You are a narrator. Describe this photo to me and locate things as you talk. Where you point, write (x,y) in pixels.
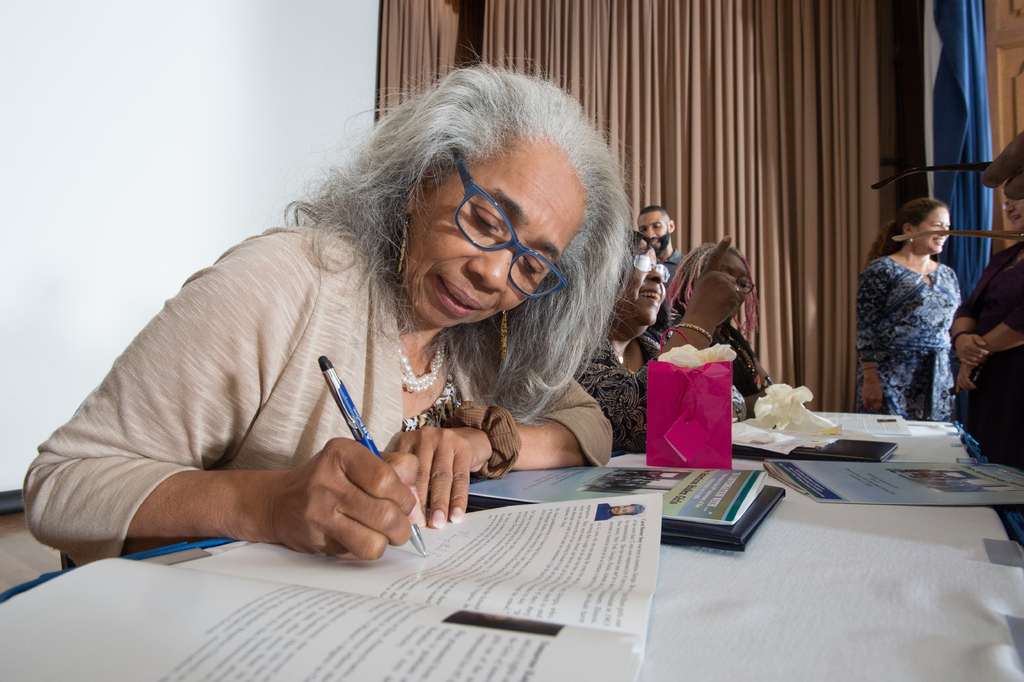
In this picture we can see a woman (348,519) holding a pen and writing in the book (423,536). There are a few books (603,476), box (706,380) and a tissue paper (774,403) on the table (766,677). There are two women (630,330) sitting on the chair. We can see a wooden object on the right side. There is a blue curtain (965,130), cream curtain (662,110) and a wall (354,70) is visible in the background (344,30).
